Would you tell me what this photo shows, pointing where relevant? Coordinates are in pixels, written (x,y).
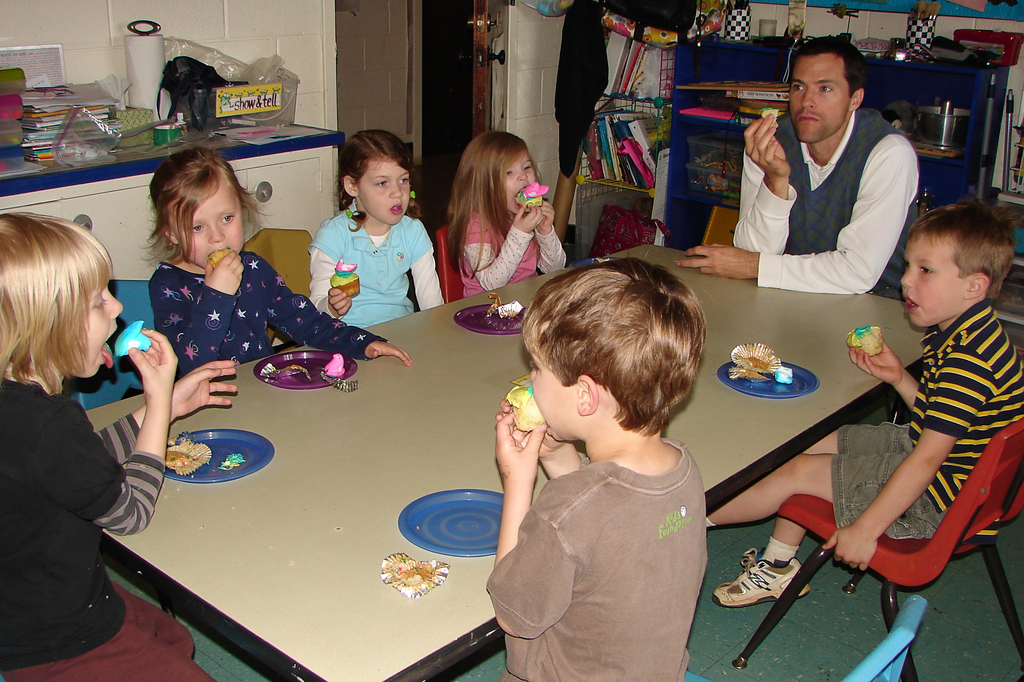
There are a group of people (662,398) sitting on the chair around the table (313,524). On the table (372,531) there are plates (418,510) and food items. In the background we can see books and tables (739,57).
